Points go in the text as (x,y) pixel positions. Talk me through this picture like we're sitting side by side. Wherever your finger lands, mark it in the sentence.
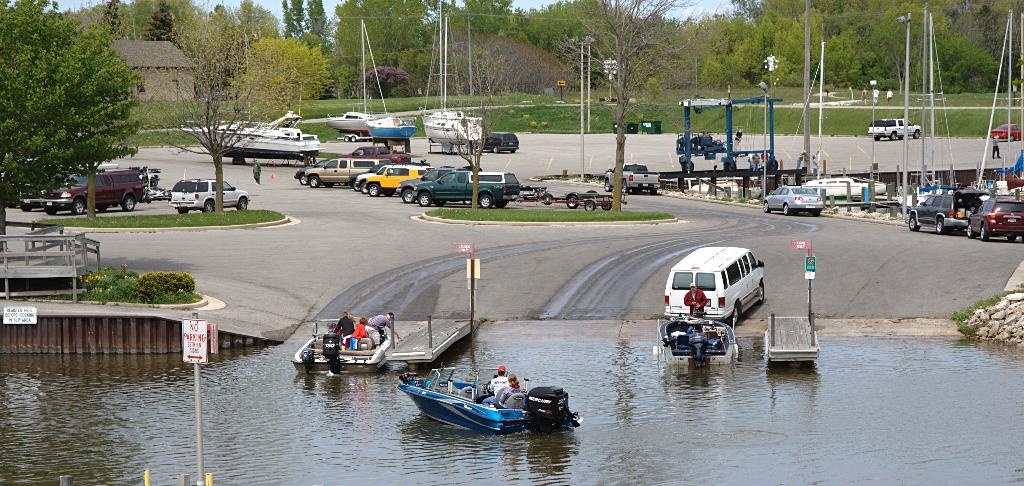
In this image we can see there are vehicles (610,193) on the road (414,157) and there are people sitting on the boat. And there are trees (705,37), plants (150,288), water (244,393), current poles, boards (195,329), grass (191,216), fence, house (172,76) and the sky (661,12).
